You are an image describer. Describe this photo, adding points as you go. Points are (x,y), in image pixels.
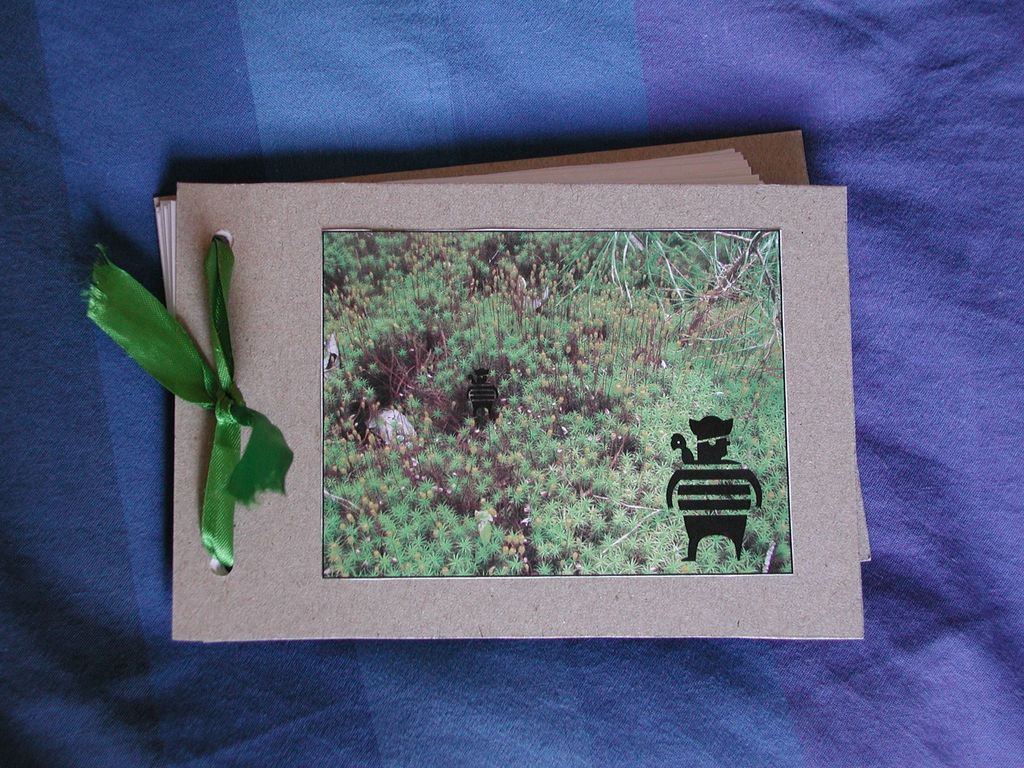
In this image we can see a book (390,490) on a blue cloth (146,380). In the book (454,359) we can see an image (623,476) on which there are group of plants (593,388). We can see a green object (218,492) attached to the book (243,339).
